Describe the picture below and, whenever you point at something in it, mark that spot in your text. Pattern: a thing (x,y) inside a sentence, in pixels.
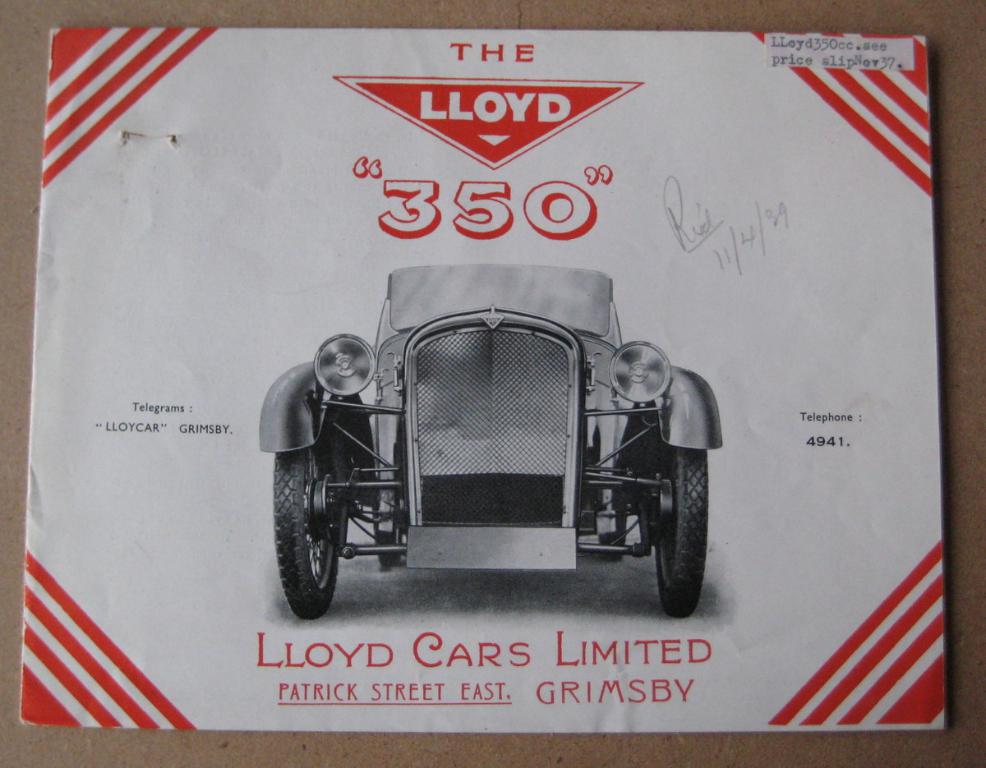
In this picture there is a book (482,412) which is kept on the table (984,364). In that I can see the car (406,425).
